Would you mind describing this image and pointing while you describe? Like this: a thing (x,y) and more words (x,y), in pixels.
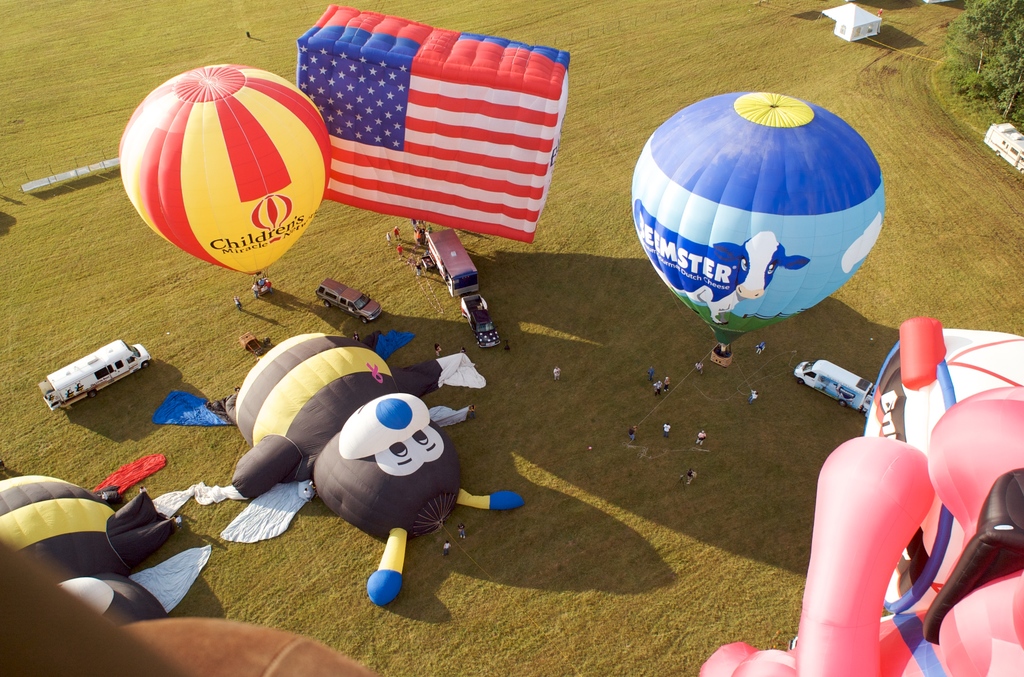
In this image we can see some group of persons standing on ground (490,402) and there are some gas balloons (481,383) which are in different shapes we can see some vehicles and in the background of the image (1004,15) there are some trees (985,28) and camping tents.
